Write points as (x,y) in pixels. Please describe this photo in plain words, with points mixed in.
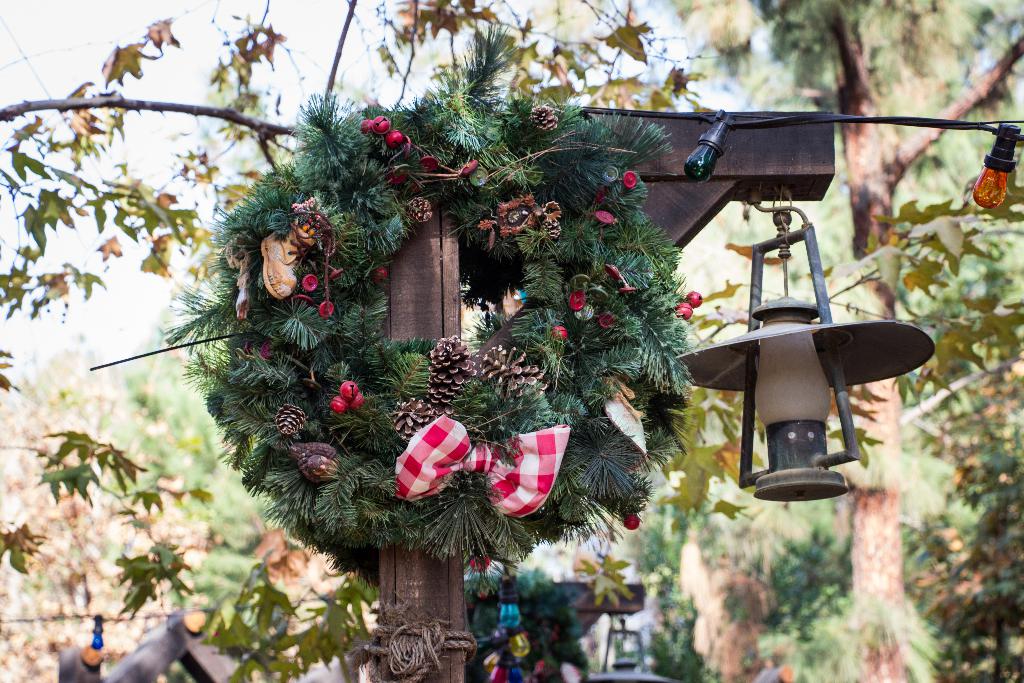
In this picture we can see fancy garlands (471,131), lamp (792,398) to the wooden thing (448,301), behind we can see trees (134,237).
